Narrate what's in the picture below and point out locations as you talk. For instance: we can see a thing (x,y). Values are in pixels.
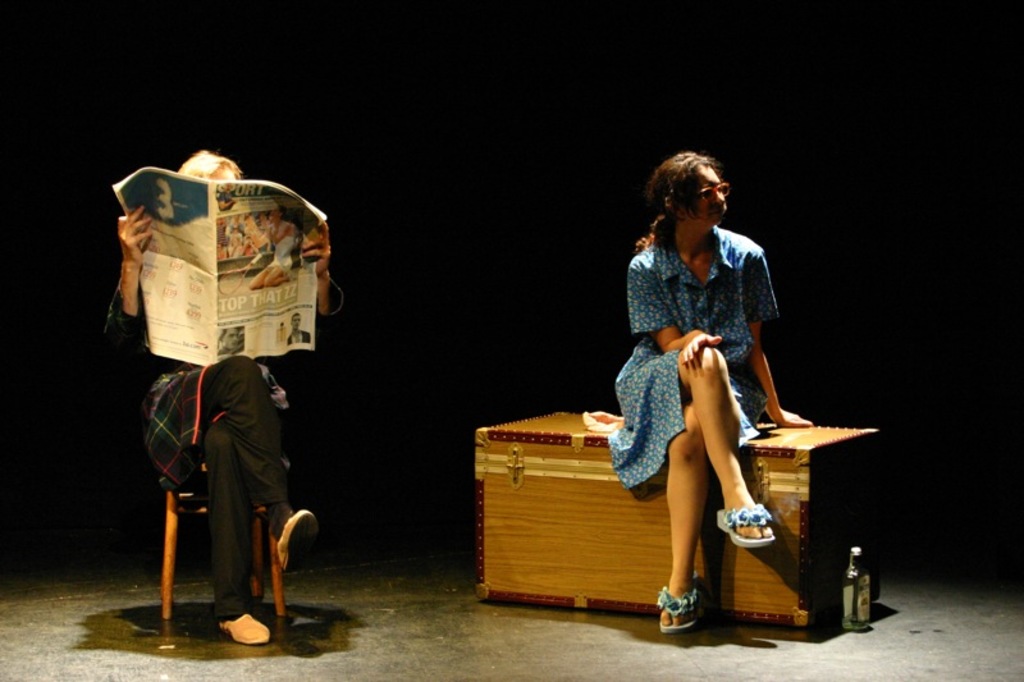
In this picture we can see a woman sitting on a chest (592,447) and looking at the right side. On the left side (172,247), we have a person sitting on a chair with a newspaper (171,260).
